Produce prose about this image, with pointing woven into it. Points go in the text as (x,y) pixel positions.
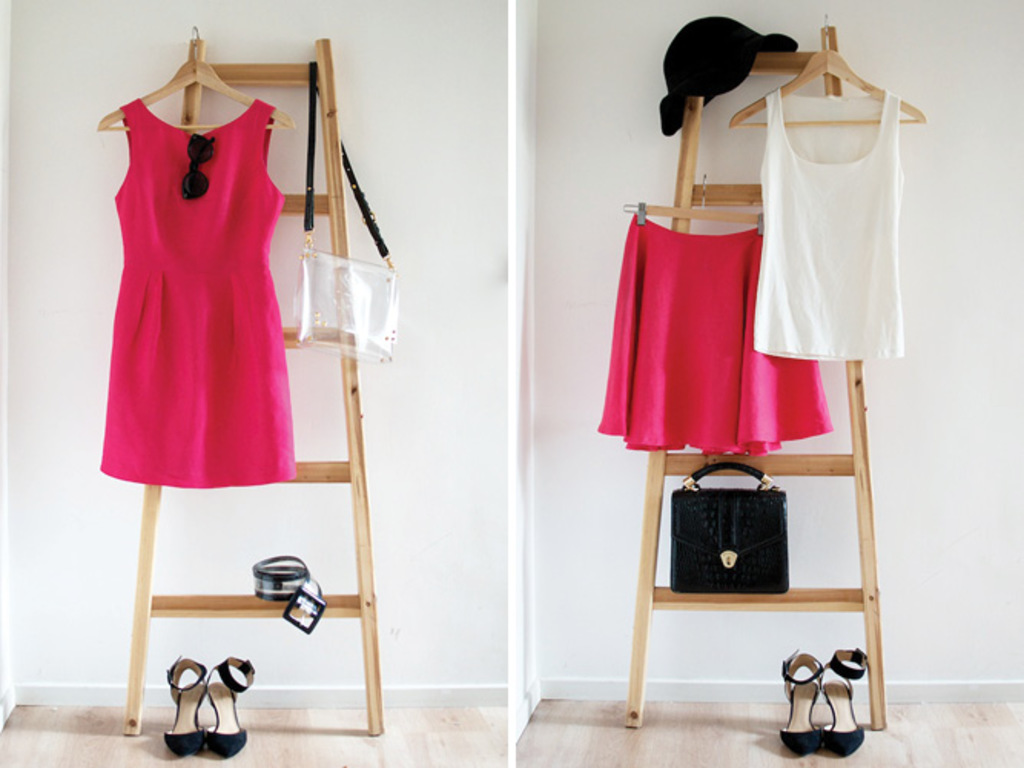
This picture is of inside the room (777,85). On the right (705,270) we can see a pink color skirt (740,305) and white color t-shirt (858,192), black color hat (706,64) is hanging on the ladder (647,506) and purse (743,523) placed on the ladder (796,590). In the left (188,416) there is a pink color dress (217,148) and a sling bag (323,264) hanging on the ladder (295,205) and the heels (220,725) placed on the ground (479,737). In the background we can see a wall (269,674).
